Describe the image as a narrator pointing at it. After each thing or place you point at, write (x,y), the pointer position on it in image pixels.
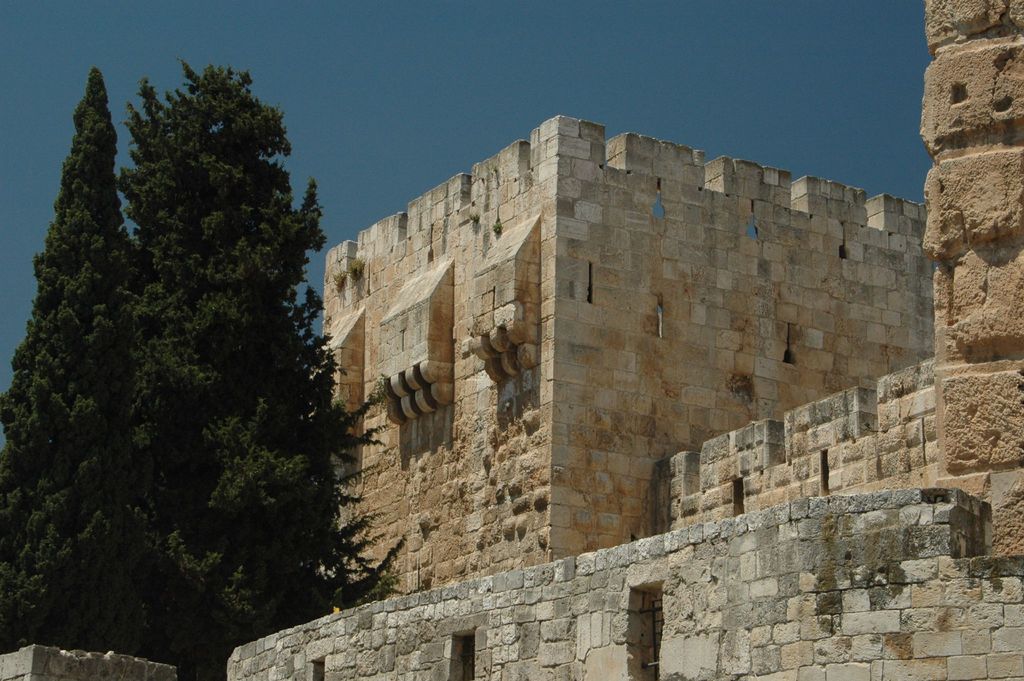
We can see fort (549,478) and trees (37,372). In the background (632,119) we can see sky (689,48) in blue color.
